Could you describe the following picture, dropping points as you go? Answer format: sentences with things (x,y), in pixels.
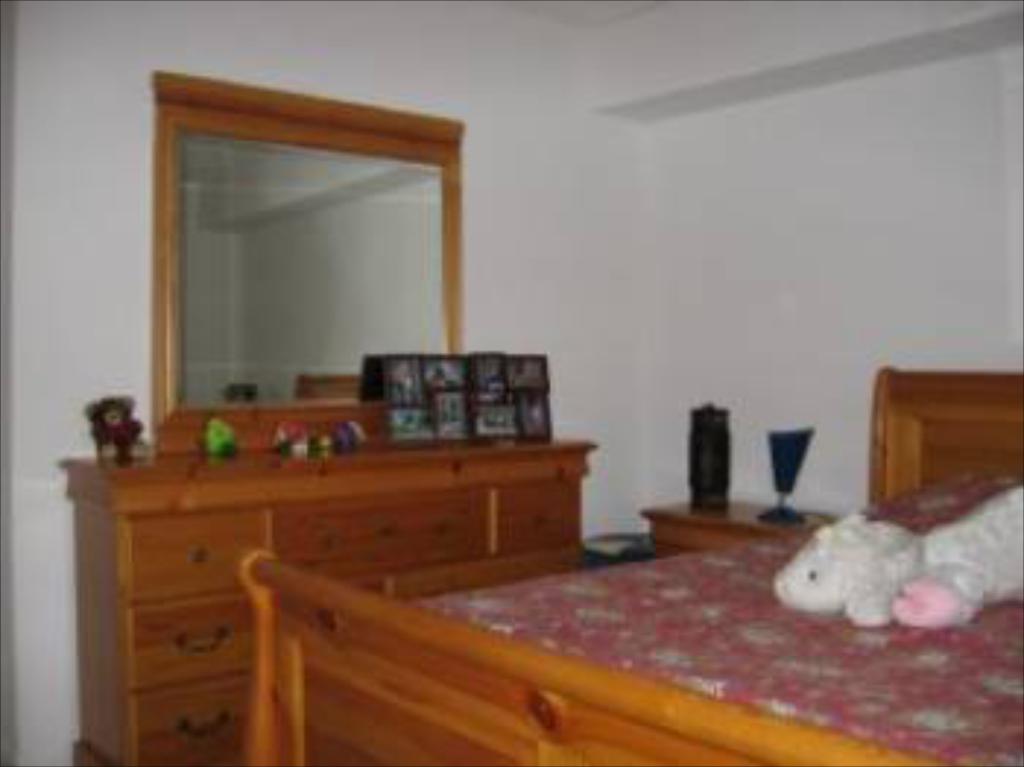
This picture shows a bed (523,739) and a toy (799,608) on it and we see a mirror (178,149) and few drawers (112,490).
